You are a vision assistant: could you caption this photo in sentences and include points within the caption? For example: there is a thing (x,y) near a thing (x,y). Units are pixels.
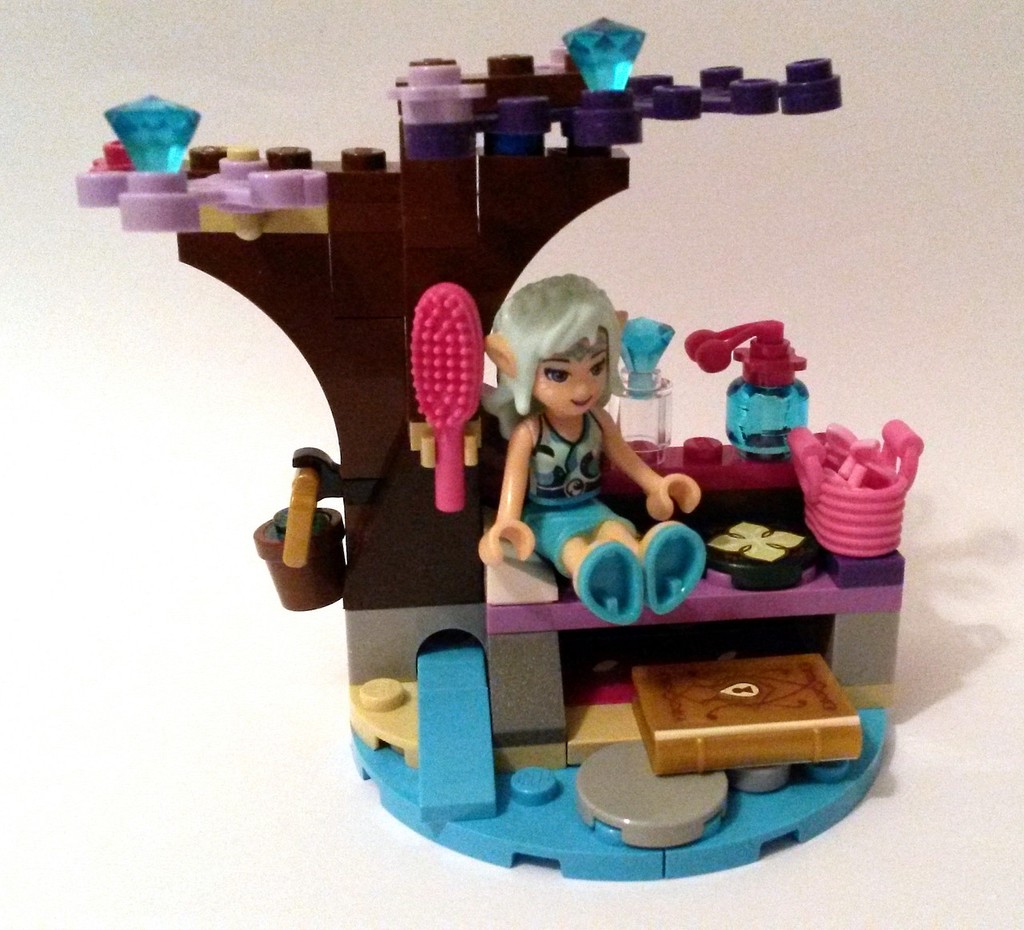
In this image we can see there are toys (429,459).
